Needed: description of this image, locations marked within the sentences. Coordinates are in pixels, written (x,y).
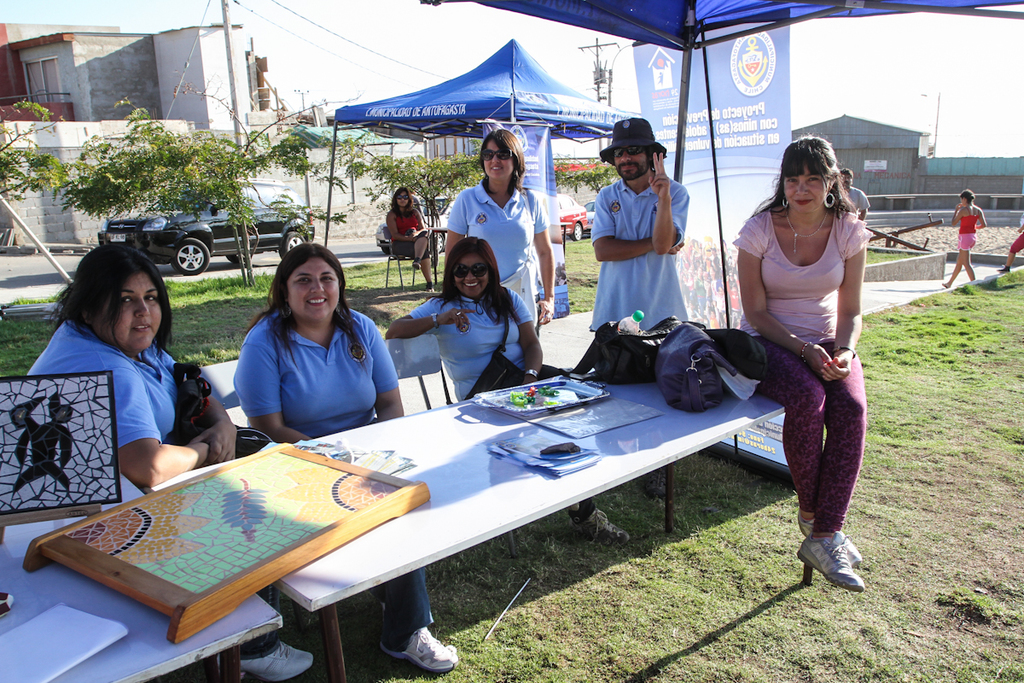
It is an open area (2,290) there are group of people (299,333) sitting around a table (403,527), on the table (424,479) there are some games (365,489), in the background (494,70) there are some tents (549,85) and blue color banners (688,137), there are few other people (965,214) in the background (970,270), the people (657,245) are standing on the grass (648,556), behind that there is a vehicle (179,221), some trees (230,171), a house (106,84) and sky (317,60).
